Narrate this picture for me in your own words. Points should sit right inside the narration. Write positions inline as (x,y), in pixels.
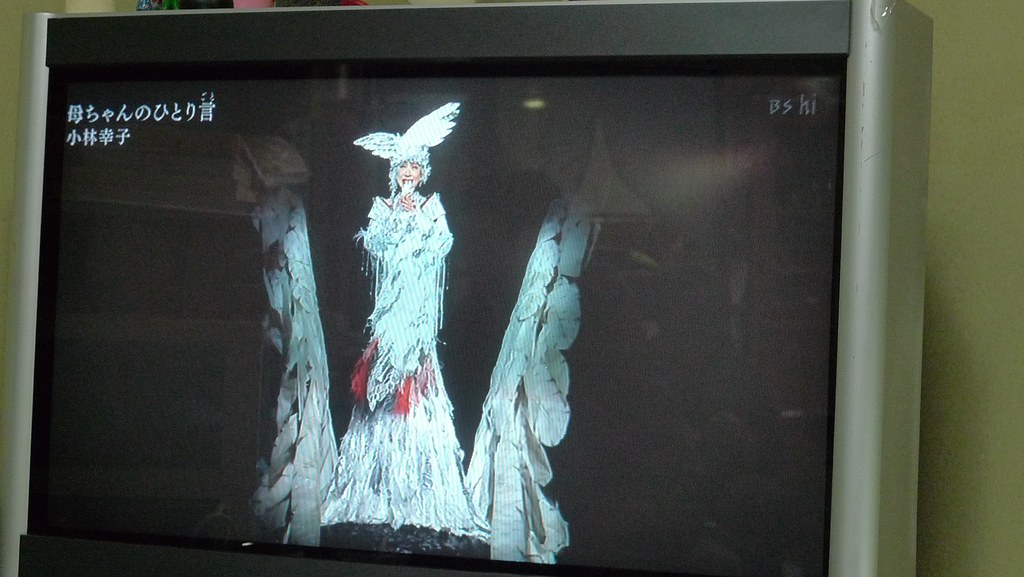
In this picture we can see a monitor (362,545) and on the monitor screen (503,184) we can see a woman (360,436) standing and some text (105,115) and in the background (995,251) we can see the wall (962,138).
